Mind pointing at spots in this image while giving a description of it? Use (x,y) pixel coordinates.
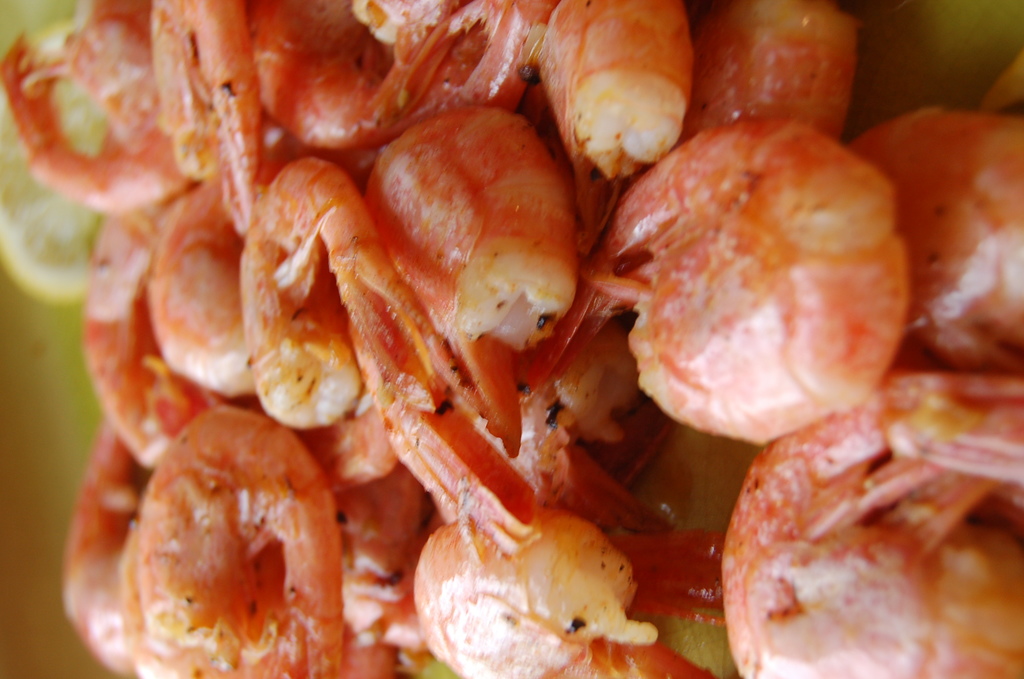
In the foreground of this image (517,495), there are prawns (303,553).
